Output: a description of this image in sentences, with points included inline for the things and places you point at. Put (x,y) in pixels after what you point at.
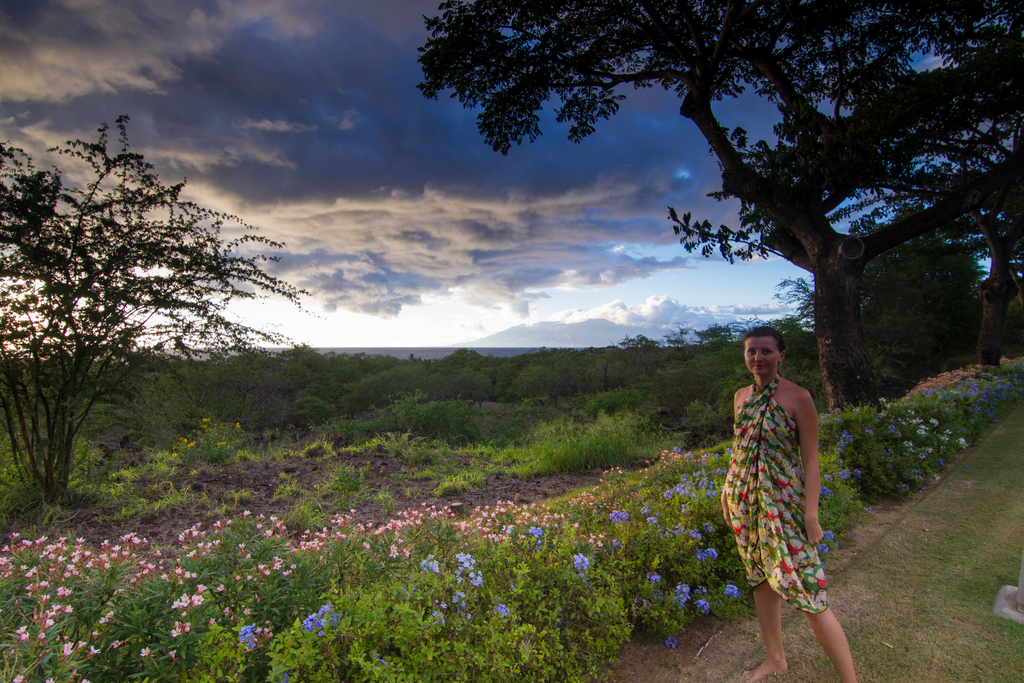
In the image in the right (803,536) we can see one woman (782,509) standing. In the background (561,241) we can see sky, clouds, trees (425,412), hill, plants (422,629), grass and flowers (504,617).
